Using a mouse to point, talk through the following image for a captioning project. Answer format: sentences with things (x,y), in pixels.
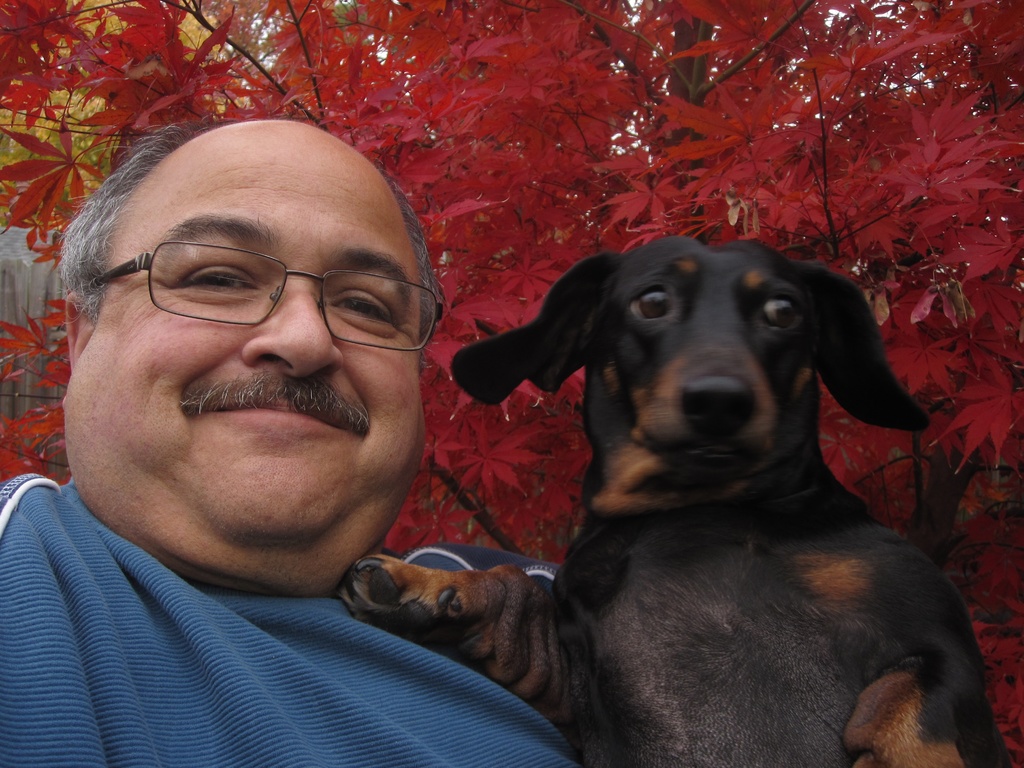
In this picture a man (257,441) with a black dog (687,452) is smiling. In the background (562,264) there are beautiful red leaves (404,103).
